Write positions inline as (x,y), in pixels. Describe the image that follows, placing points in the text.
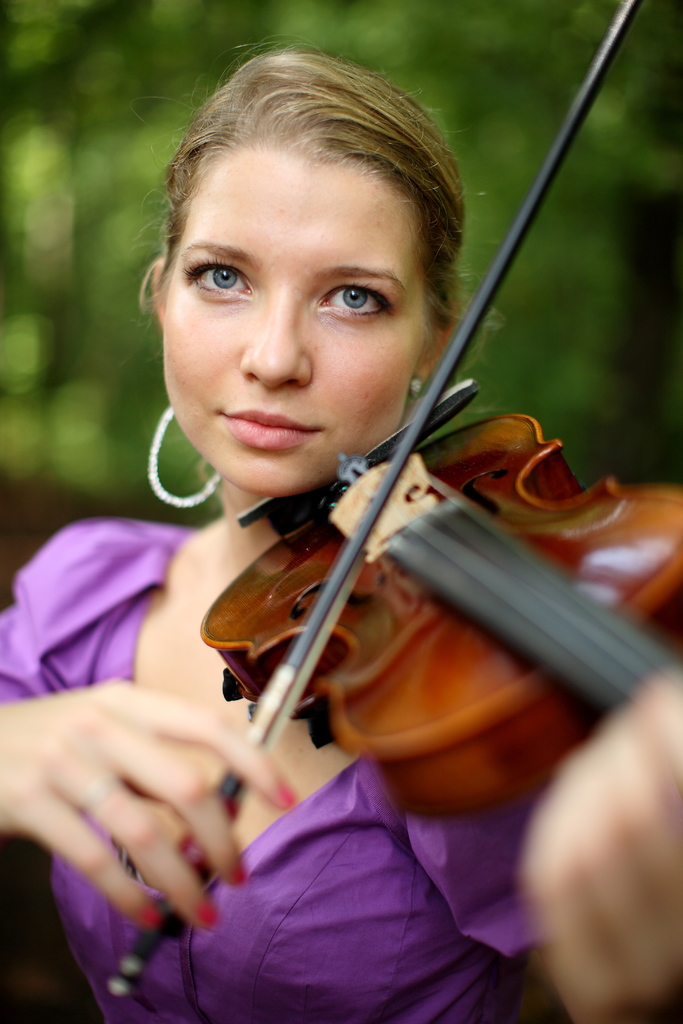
In this picture we can see a woman (300,921) is playing a violin (414,645), it looks like a tree (115,95) in the background (118,68), there is a blurry background (112,74).
